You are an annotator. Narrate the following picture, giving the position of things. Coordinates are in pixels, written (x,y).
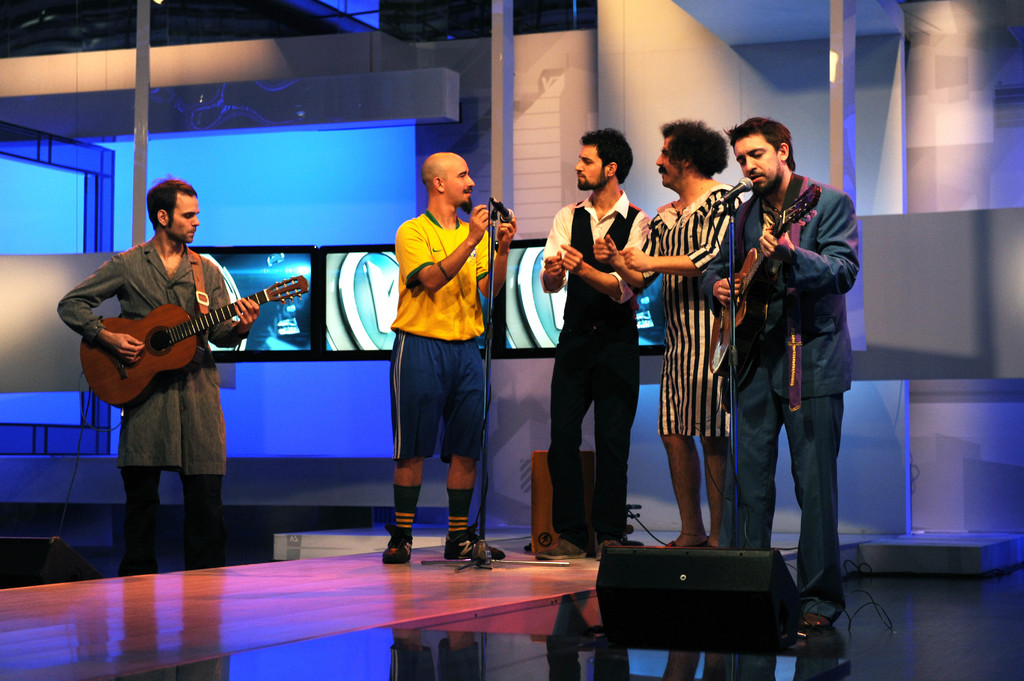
At the left side of the picture (138,542) we can see a man (140,403) standing and playing a guitar (189,316). Here in front of a mike (489,302) there are four persons (554,274). One is playing guitar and the three are singing. This is a platform (557,589). This is a guitar (185,357).
